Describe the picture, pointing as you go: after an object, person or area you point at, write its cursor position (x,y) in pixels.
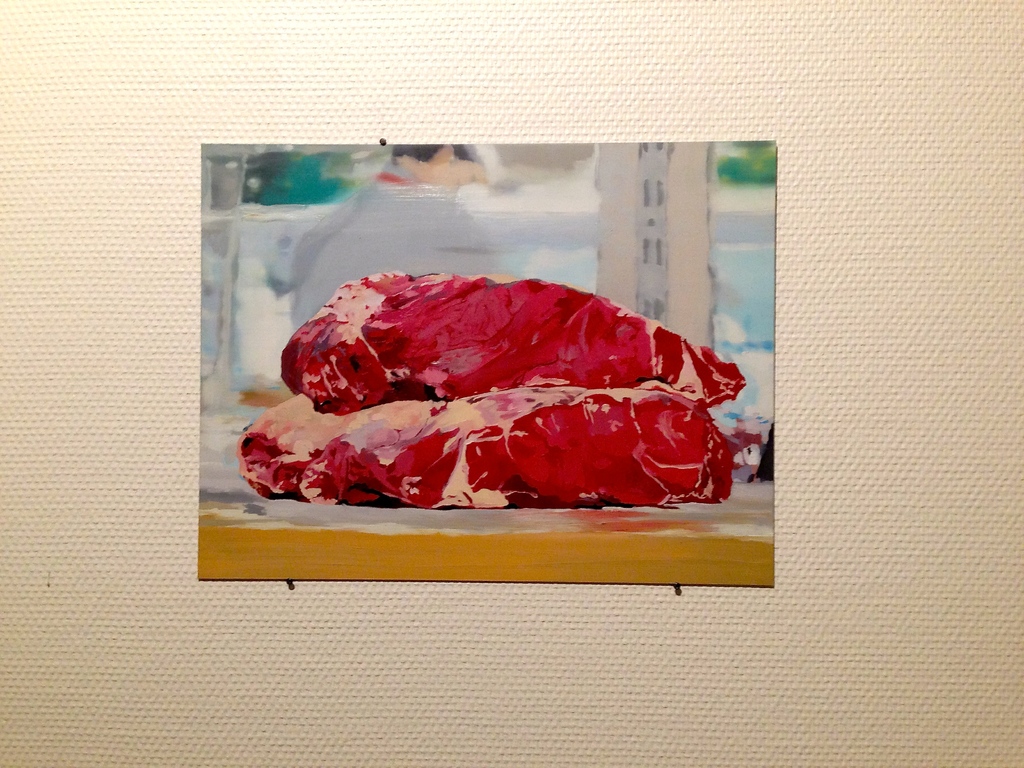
In this image I can see white colour thing (179,490) and on it I can see a painting (277,502) of few red colour things (433,462).
